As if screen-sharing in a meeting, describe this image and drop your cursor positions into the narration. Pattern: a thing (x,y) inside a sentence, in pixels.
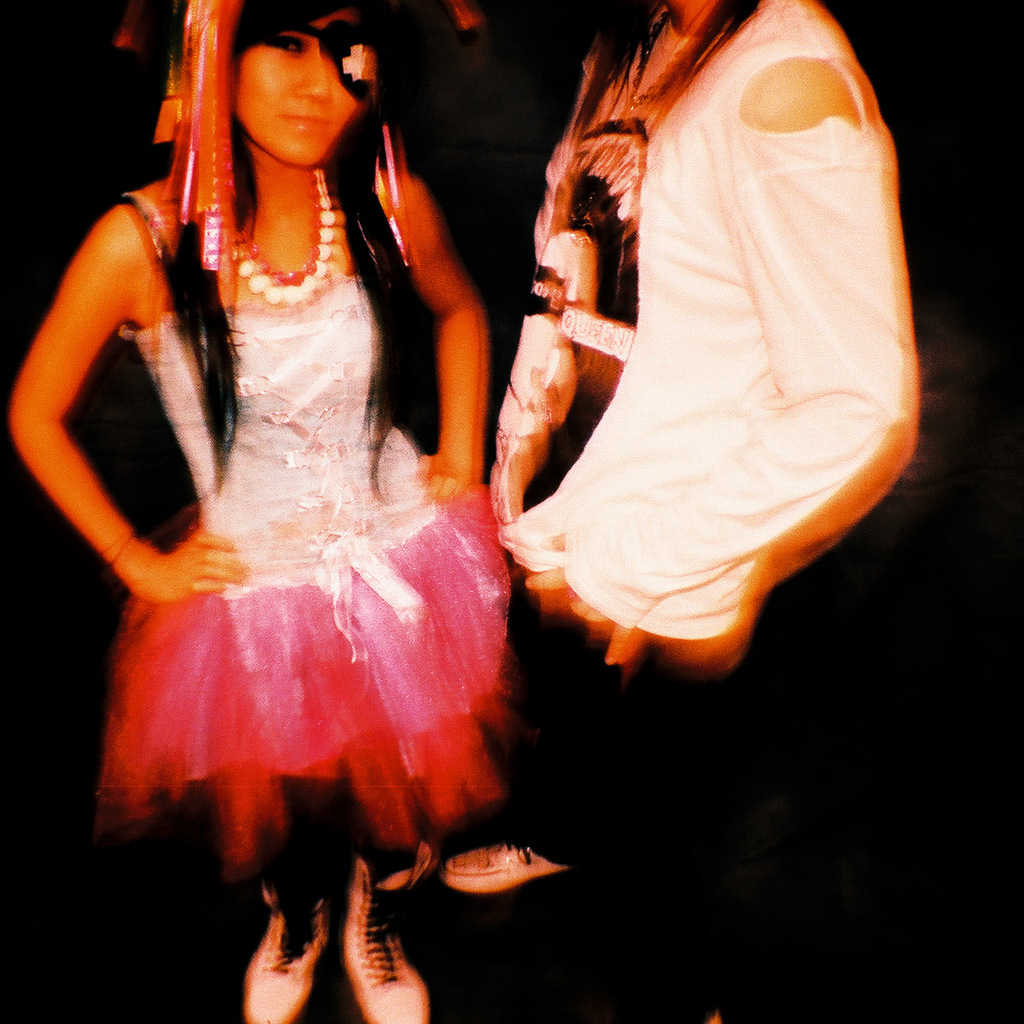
In this picture there is a woman (223,873) with white and pink dress (356,451) is standing and there is a person (706,304) with white t-shirt (716,335) is standing. At the back (1020,620) there is a black background (10,544).
